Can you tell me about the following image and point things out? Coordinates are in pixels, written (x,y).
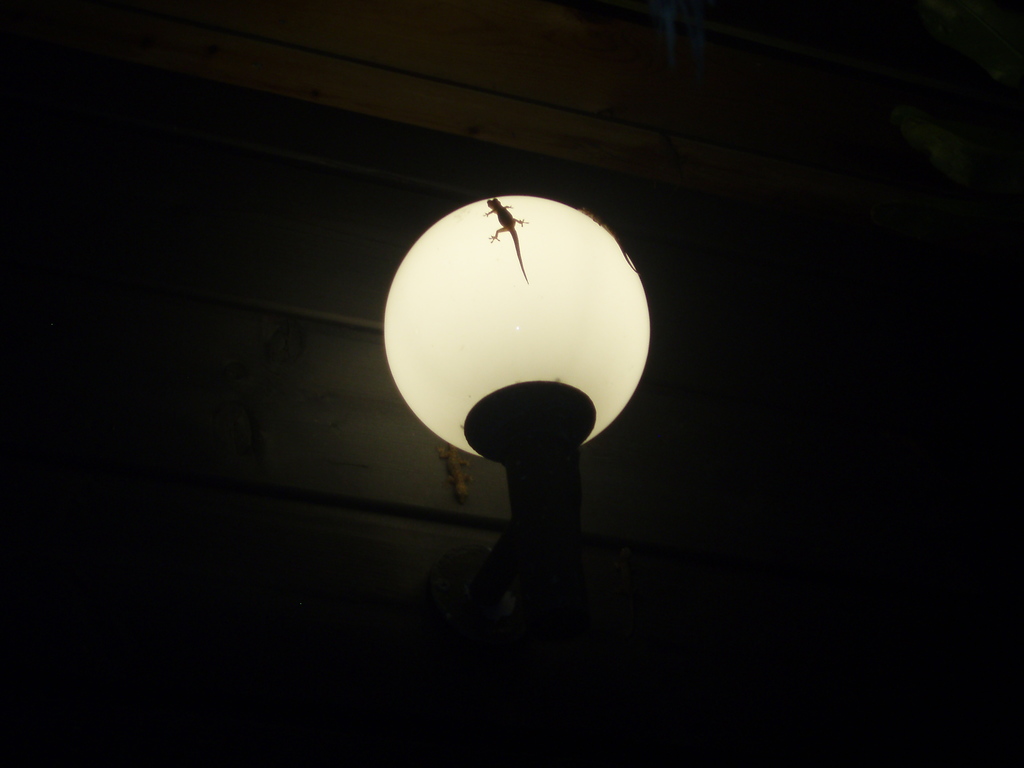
In this image we can see some lizards (599,222) on a lamp (526,317) placed on a stand (538,593). In the background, we can see a lizard (453,477) on the wall (431,489).
